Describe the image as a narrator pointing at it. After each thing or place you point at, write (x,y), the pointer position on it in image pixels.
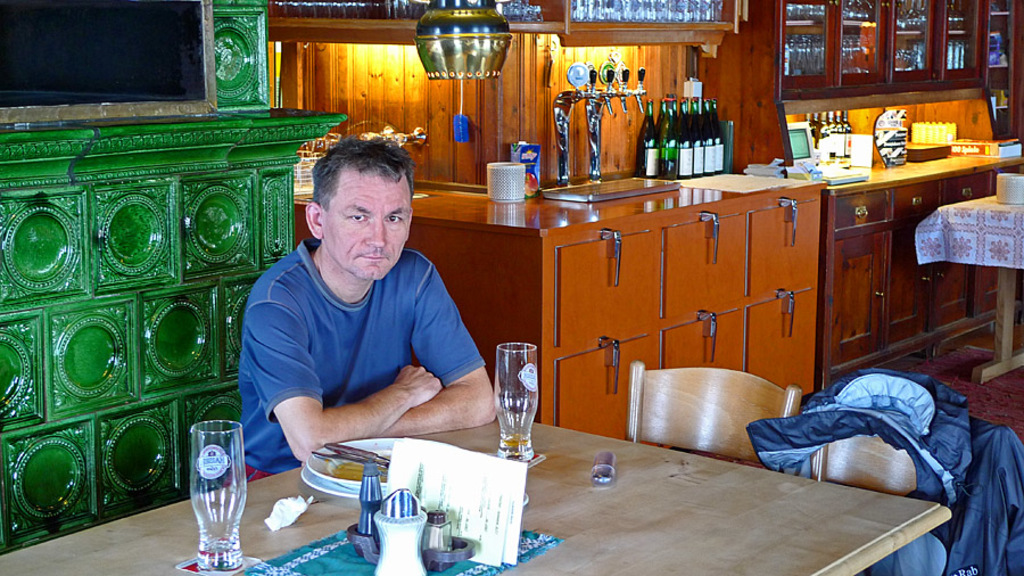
In this picture we can see glasses (220,501), plates (321,466), papers (480,532) on the table (568,516), in front of the table (624,501) a man (254,456) is seated on the chair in the background (709,143) we can see couple of bottles (673,134), machine (591,90) and couple of lights (435,50).
